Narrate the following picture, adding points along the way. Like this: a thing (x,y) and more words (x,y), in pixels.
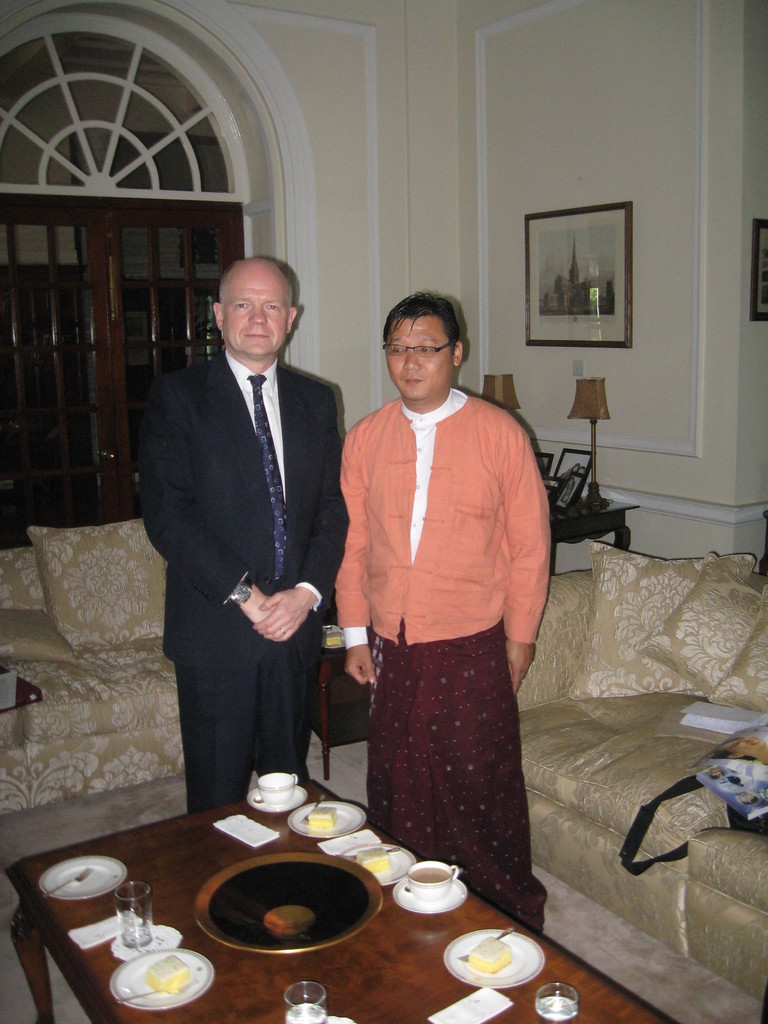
In this image we can see two persons (224,586) are standing on the floor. There are few things (82,882) placed on the table (369,980) like cup (430,888) and saucer (439,912), plate (120,990) with food (175,986), glass (130,910), spoons (158,992) and forks (67,882). In the background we can see a sofa (37,671) with pillows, photo frame (571,312), doors (86,228) and table lamp (599,417).
